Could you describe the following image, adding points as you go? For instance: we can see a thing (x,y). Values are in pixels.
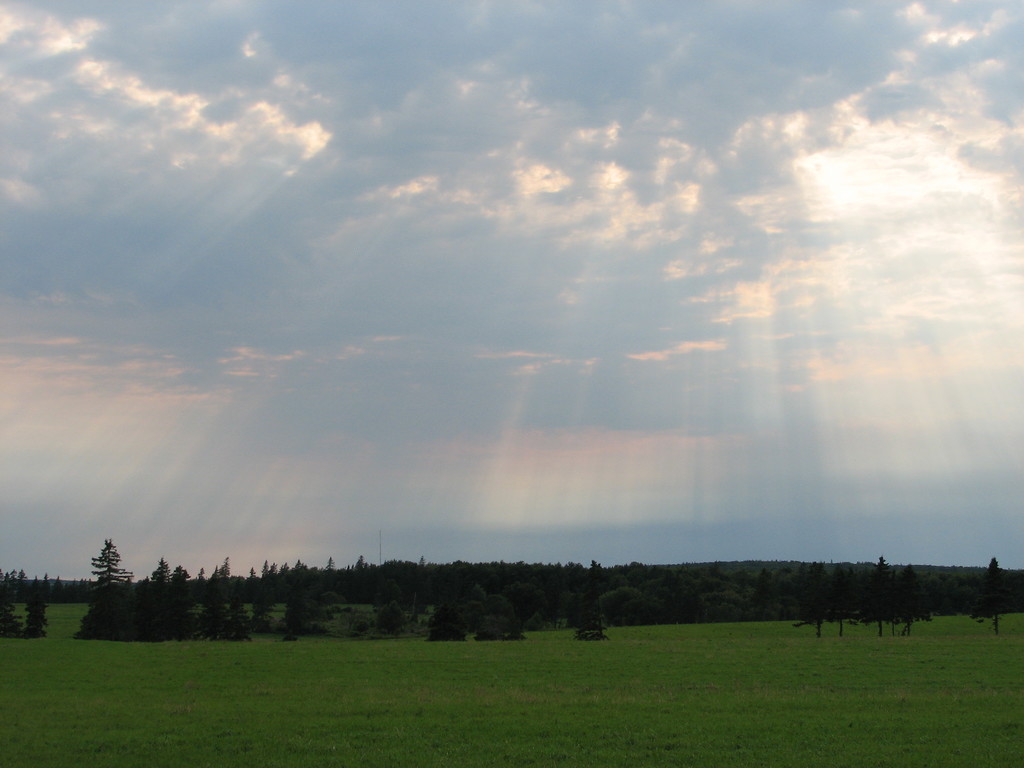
In the down side there is a grass (643,717) and there are trees (591,579) in the back side of an image (741,579), at the top (510,185) it's a sunny sky (720,361).
